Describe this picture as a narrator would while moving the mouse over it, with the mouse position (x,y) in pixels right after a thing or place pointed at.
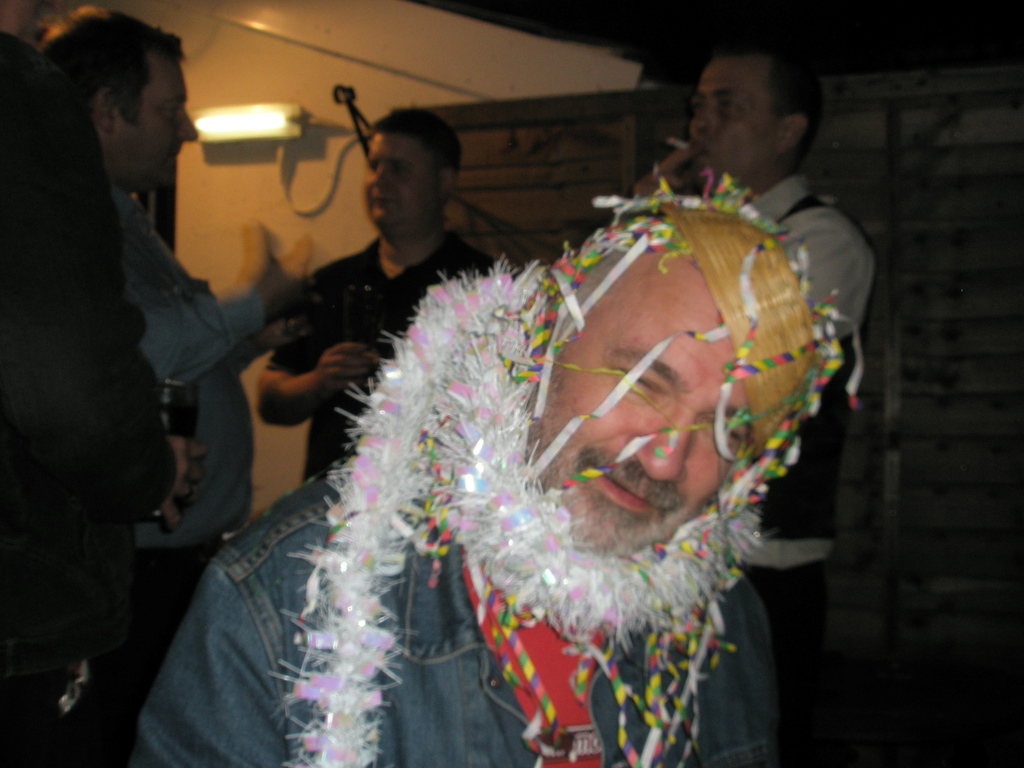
In this image we can see a man (706,487) is standing, and smiling, at back (436,156) there are group of people (390,147) standing, there is the light (285,124).
